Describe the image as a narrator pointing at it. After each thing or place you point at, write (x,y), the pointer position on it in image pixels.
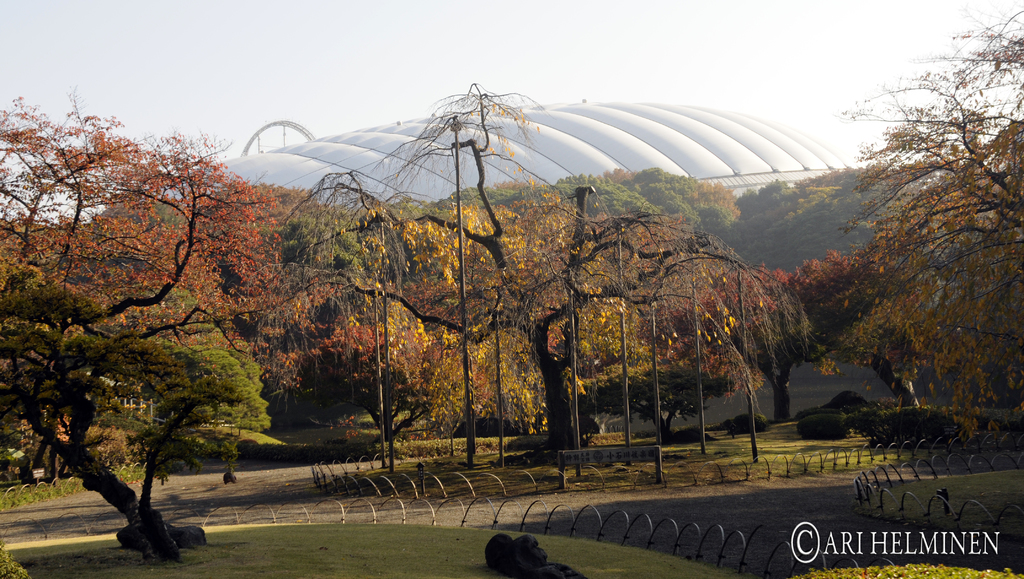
In this image we can see some trees (219,165), plants (36,500) and grass (522,452) on the ground (676,472) and there are some poles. In the background (736,122), we can see a building (715,119) and at the top (812,108) we can see the sky (72,43).
